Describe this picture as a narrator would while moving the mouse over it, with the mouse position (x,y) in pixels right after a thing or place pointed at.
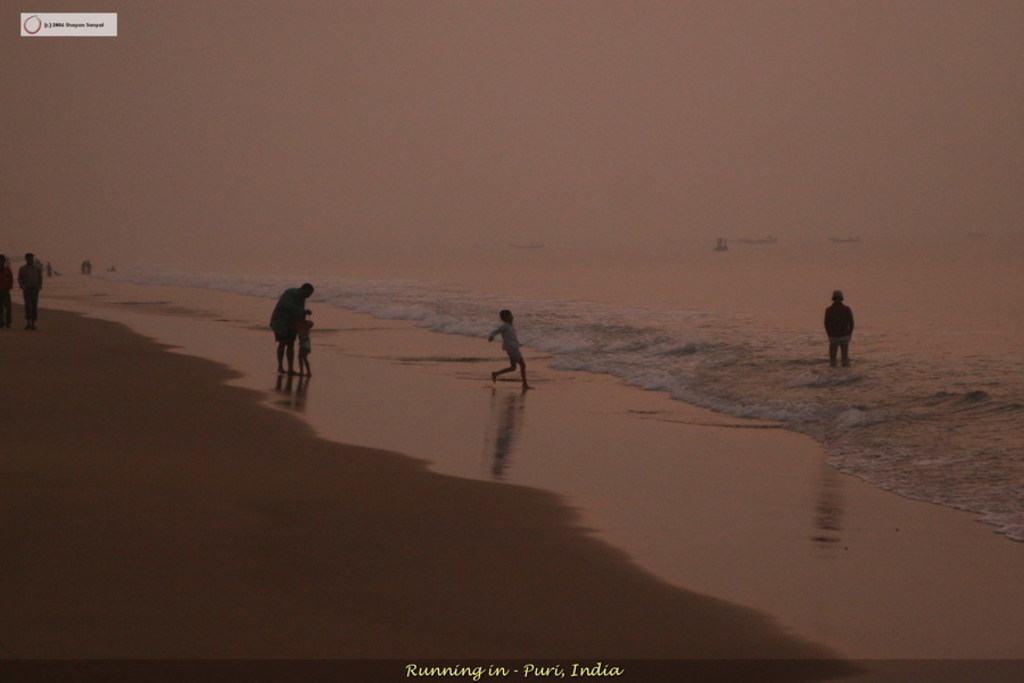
In this image we can see people (8,319) are standing on the beach (523,510). Right side of the image (809,265) sea (875,318) is there. Left top of the image (64,14) watermark (81,17) is there and bottom of the image (479,680) one more watermark (477,663) is present.
